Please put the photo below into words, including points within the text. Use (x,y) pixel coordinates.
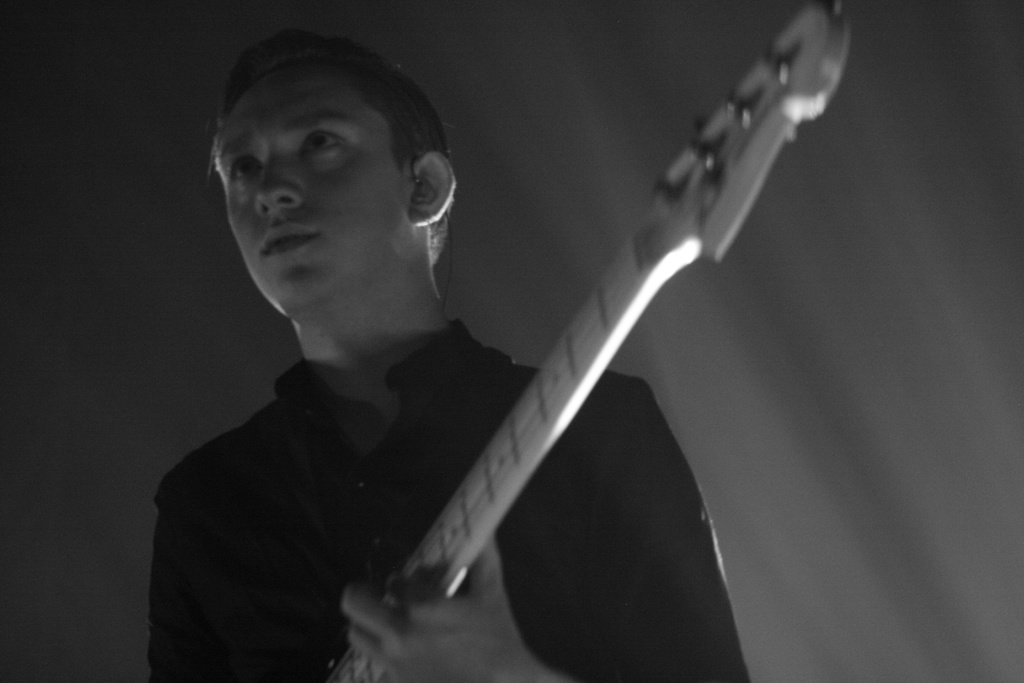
In this picture we can see a man (520,367) who is playing guitar (567,347) and this is the black and white picture.
